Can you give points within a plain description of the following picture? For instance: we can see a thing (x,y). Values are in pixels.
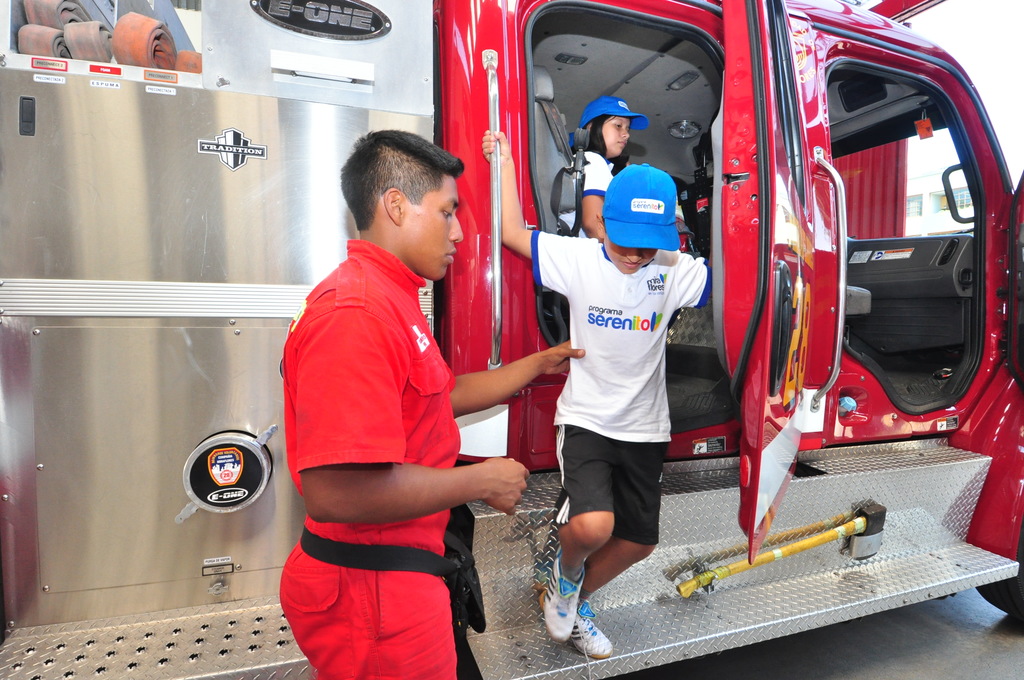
This picture shows a red coloured truck (359,89) and we see a man (363,635) standing and a boy (576,299) and a girl (611,159). we see man (434,147) wore a red colour dress (420,652) and he wore a black belt (308,548) and we see boy (593,303) get down from the truck (480,230) and he wore a blue colour cap (621,238) on his head (619,253) and we see girl (605,137) seated and she wore a blue cap (635,129).
